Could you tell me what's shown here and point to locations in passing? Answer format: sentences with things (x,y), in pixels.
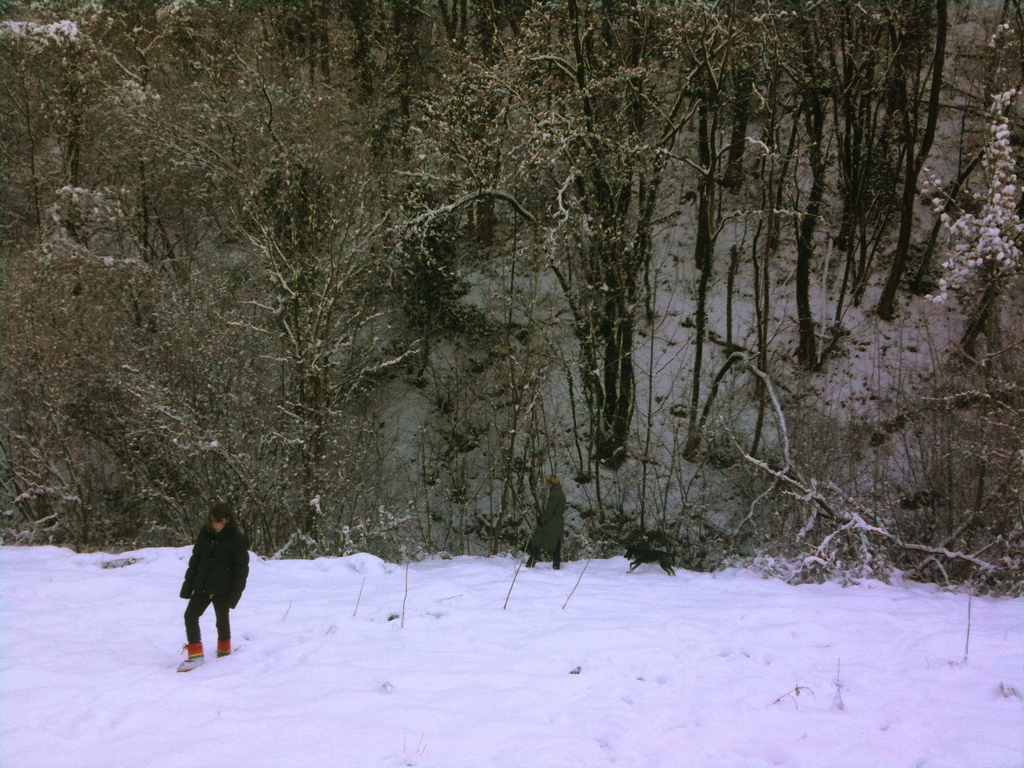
On the left side (225,600) a person (228,575) is walking in the snow (267,629). This person (204,579) wore black color coat (234,588), these are the trees (349,418) in this image.
